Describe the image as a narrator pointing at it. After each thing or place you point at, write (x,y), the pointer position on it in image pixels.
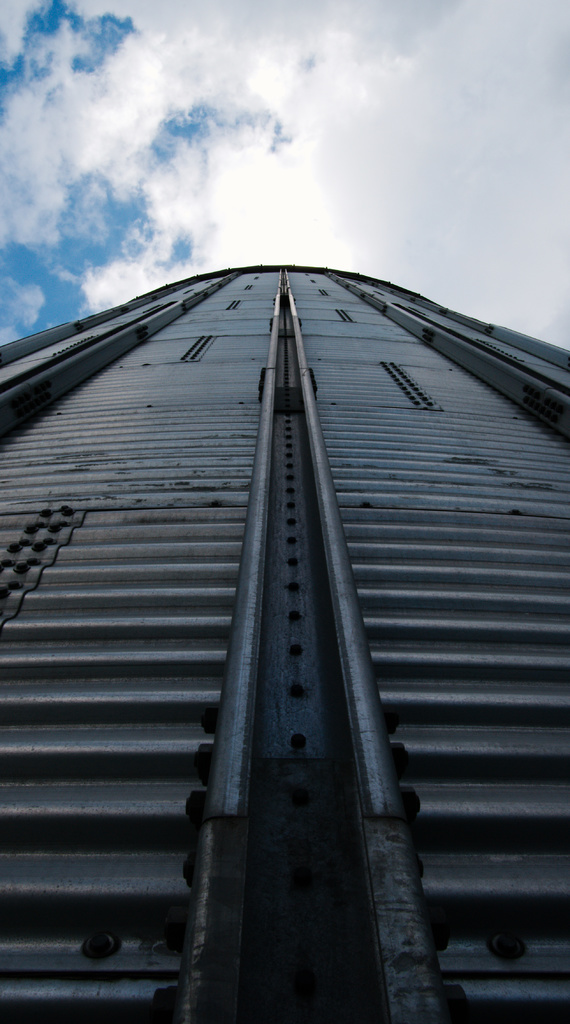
In this picture we can see a metal silo (97,489) and clouded sky (80,194).
